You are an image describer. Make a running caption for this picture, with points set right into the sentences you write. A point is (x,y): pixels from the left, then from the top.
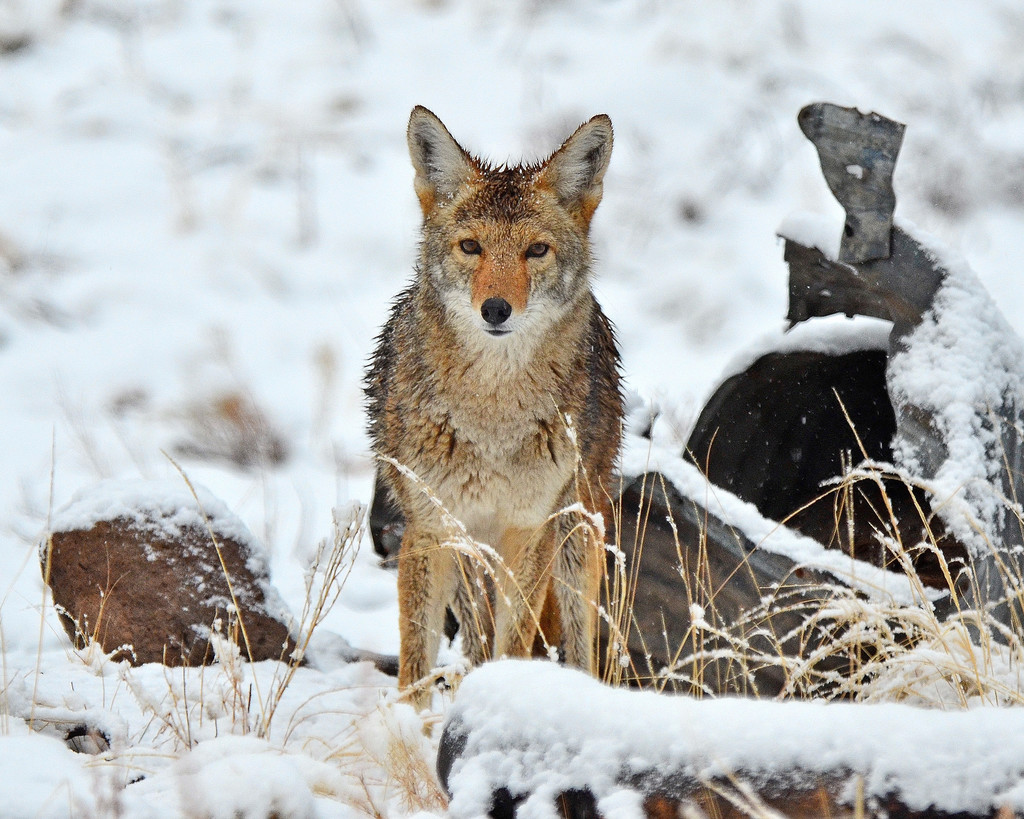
In this image we can see there is a coyote (473,435) standing on the surface of the snow (258,387), beside the coyote (430,476) there are some objects (762,577).
